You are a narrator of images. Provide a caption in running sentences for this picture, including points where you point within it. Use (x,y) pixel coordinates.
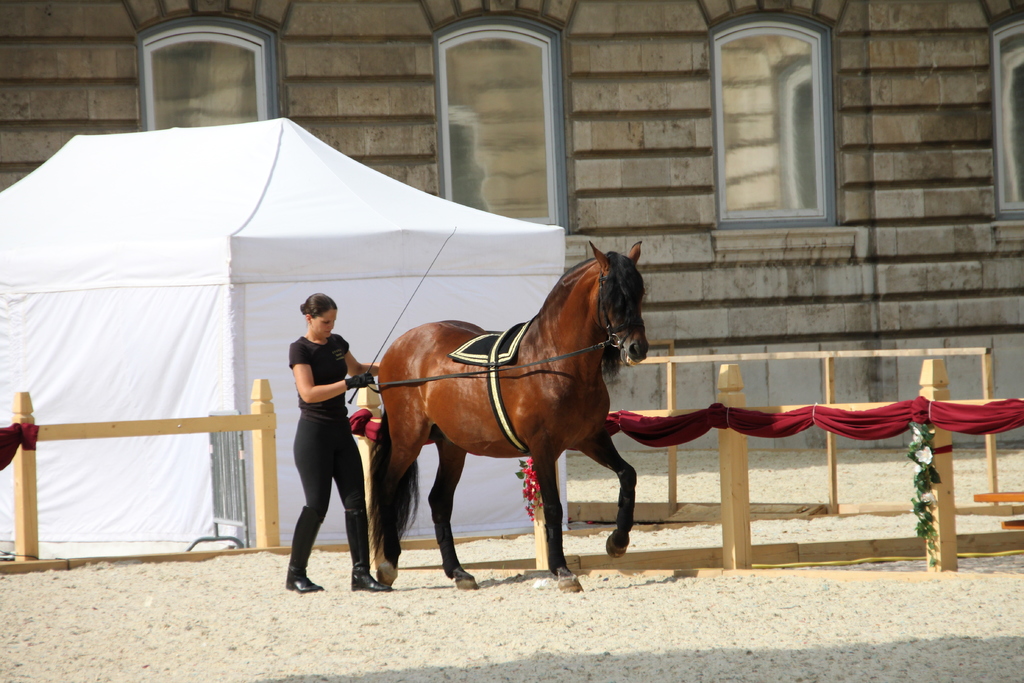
On the background (582,124) we can see wall (684,127) with windows (543,72). This is a white colour tent (271,298). Here we can see a horse (470,416) and a woman (323,382) is holding a belt (583,353) of this horse (420,373). This is a sand (644,648). Here we can see wooden fence (835,471) decorated with flowers (923,469) and red colour cloth (857,435).
